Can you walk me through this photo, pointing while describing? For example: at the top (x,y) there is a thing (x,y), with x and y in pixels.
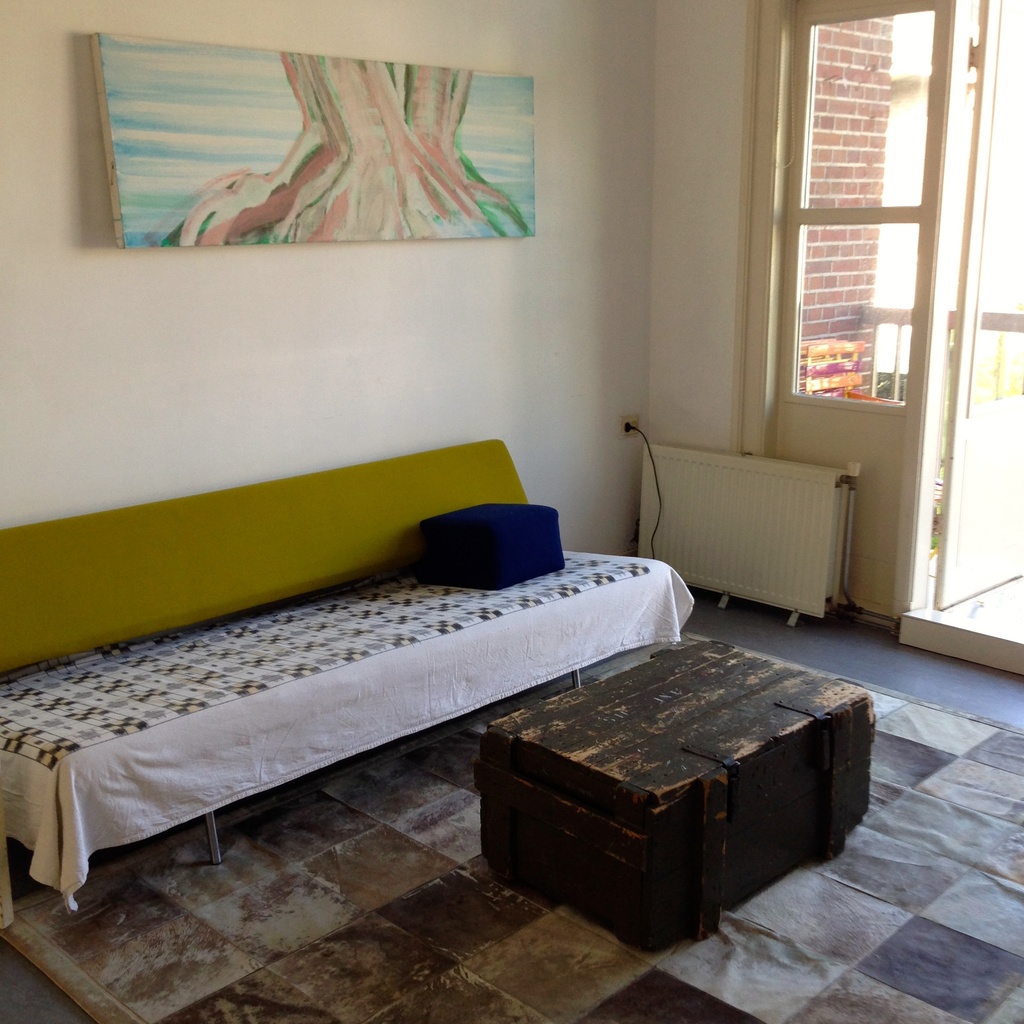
in a room (360,739) there is a bed (204,743), box (675,662). behind there is a wall (440,298) on which there is a picture frame (415,132). at the right there is a door (964,511).
